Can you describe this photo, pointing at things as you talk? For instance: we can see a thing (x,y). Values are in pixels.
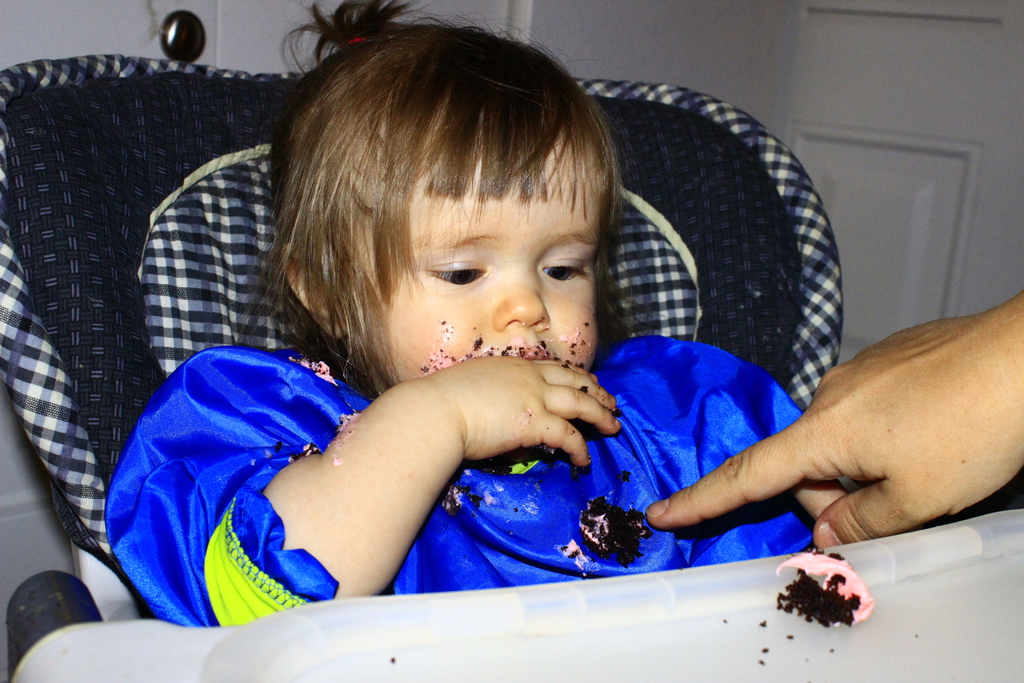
In this picture we can see a kid (341,489) sitting on a chair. There is a food item (491,469) on this kid's dress (528,512). We can see some food item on a table (753,644). We can see a human hand (811,485). There is a door (128,5) and a door handle (189,13) in the background (236,29).
